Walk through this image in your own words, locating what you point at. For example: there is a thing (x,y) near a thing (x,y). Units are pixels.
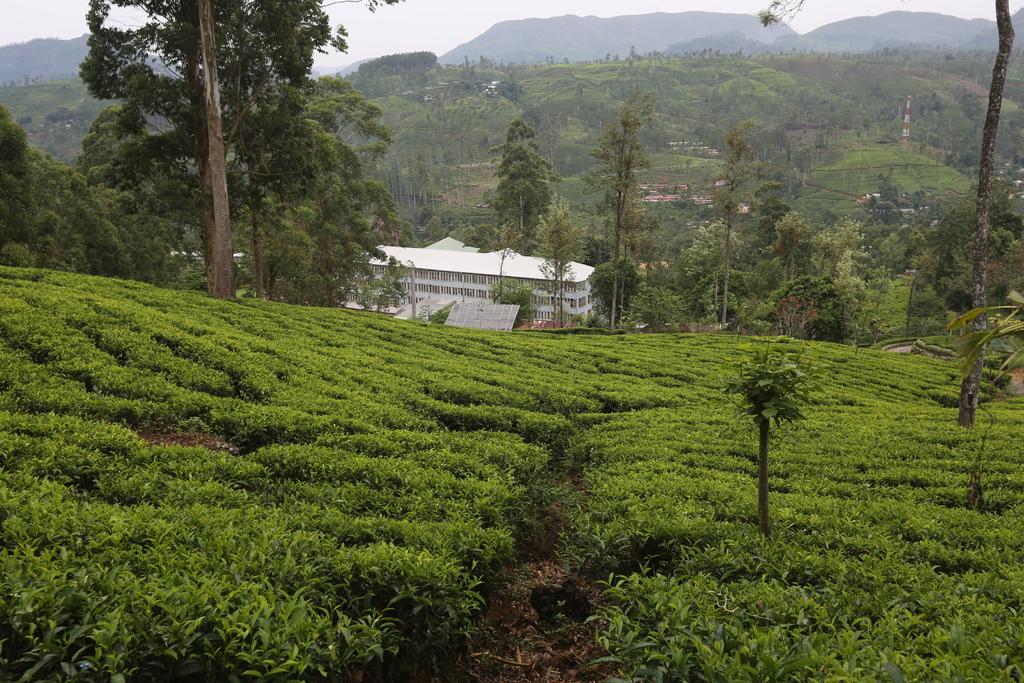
This picture shows a house (477,260) and we see trees (393,286) and hills (522,62) and a cloudy sky (337,30).
